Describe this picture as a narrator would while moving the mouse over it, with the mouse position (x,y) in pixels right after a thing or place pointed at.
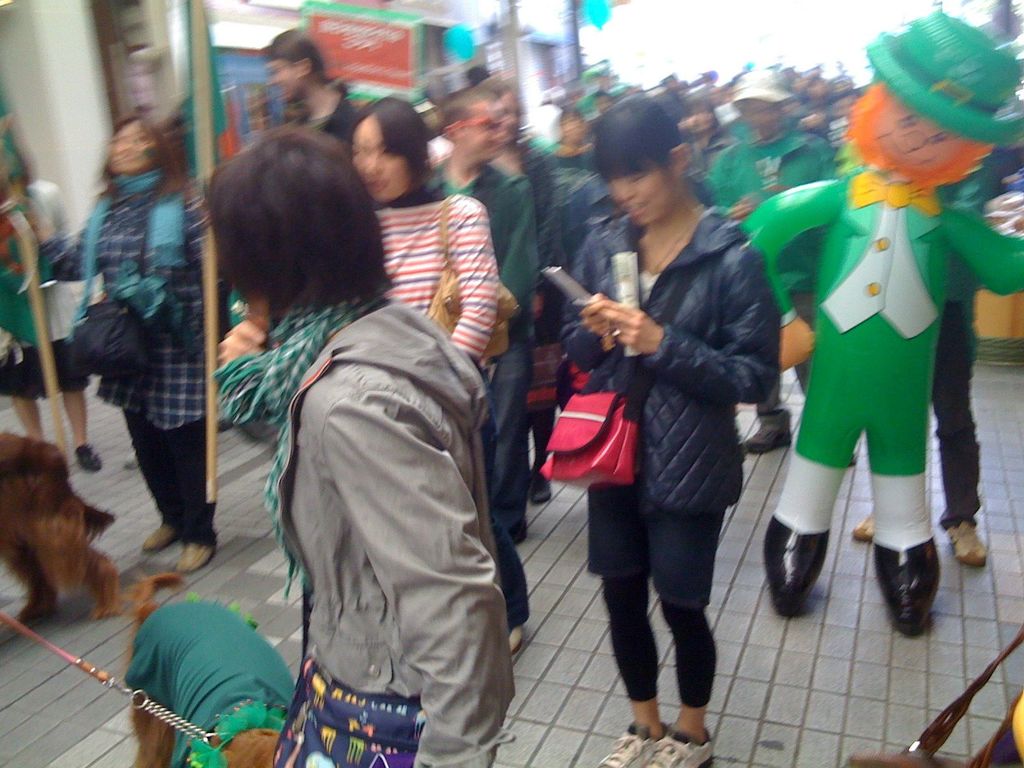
In this image I can see number of persons (632,506) are standing on the ground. I can see few dog's (217,632), few toys (942,235), a board (388,71) and a building (119,43). I can see the blurry background (895,19).
